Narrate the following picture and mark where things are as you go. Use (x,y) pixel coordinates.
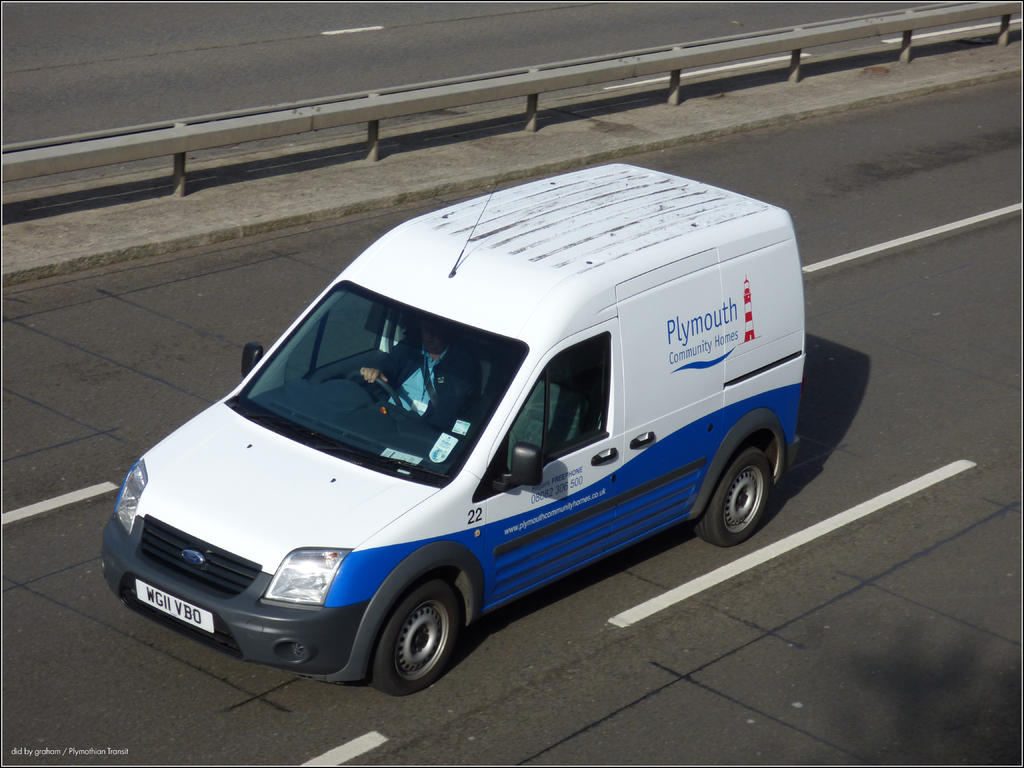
In this picture we can observe a white color car (386,491) moving on this road (219,284). We can observe a divider (409,112) here.
